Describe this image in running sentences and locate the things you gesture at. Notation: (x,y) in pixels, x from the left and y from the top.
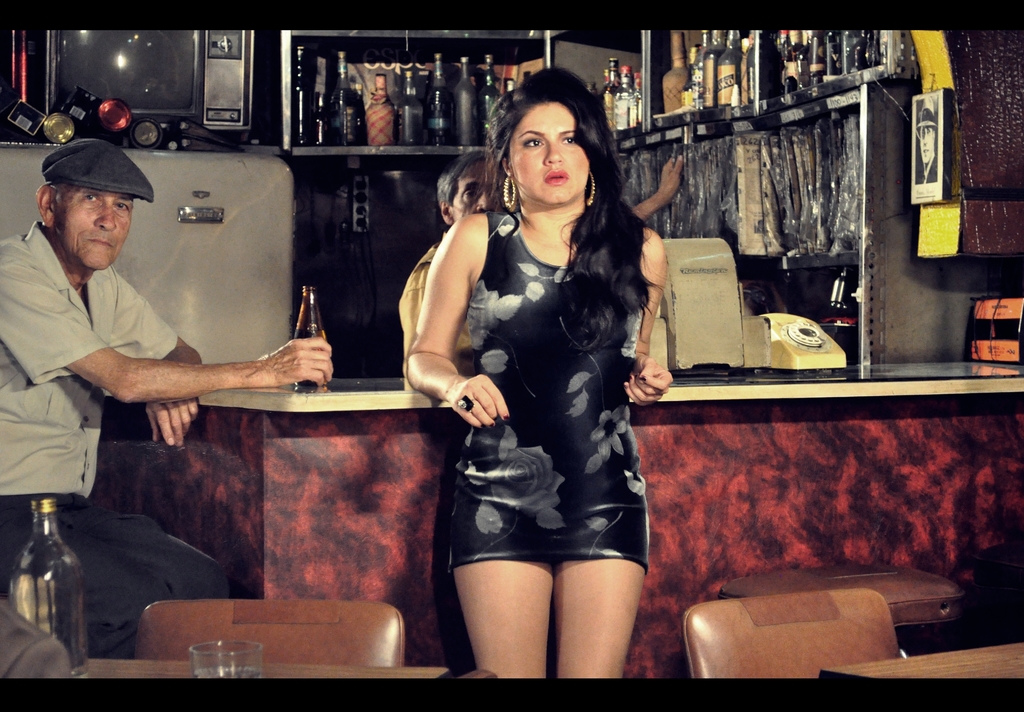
In the center of the image (596,374) we can see one woman (591,386) is standing and she is in black color costume (553,388). At the bottom of the image (16,637), we can see tables (271,672), chairs (176,625), one glass (224,647), bottle (36,620), ash color object (31,658), one stool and a few other objects (854,613). On the left side of the image (46,467), we can see one person (19,418) is sitting. And we can see he is holding a bottle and he is wearing a hat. In the background (324,201) there is a wall (999,134), fridge (221,285), photo frame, table (383,399), landline phone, monitor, racks (900,109), bottles (473,136), one person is standing and a few other objects (1004,174).
